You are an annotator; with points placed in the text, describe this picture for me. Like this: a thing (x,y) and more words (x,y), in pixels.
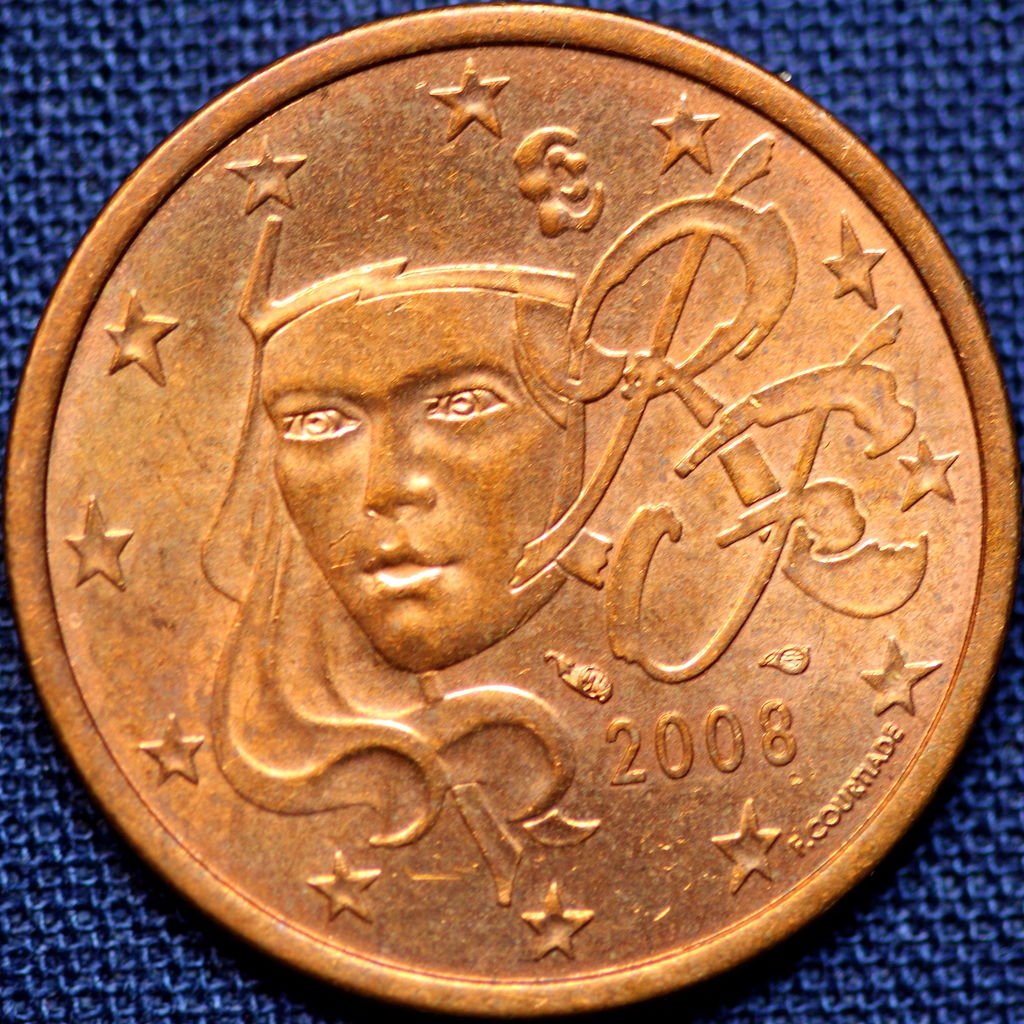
In this picture we can see a coin (225,635) and on this coin (690,152) we can see a person (373,427), year (664,737), text (856,799) and some symbols (570,392).
